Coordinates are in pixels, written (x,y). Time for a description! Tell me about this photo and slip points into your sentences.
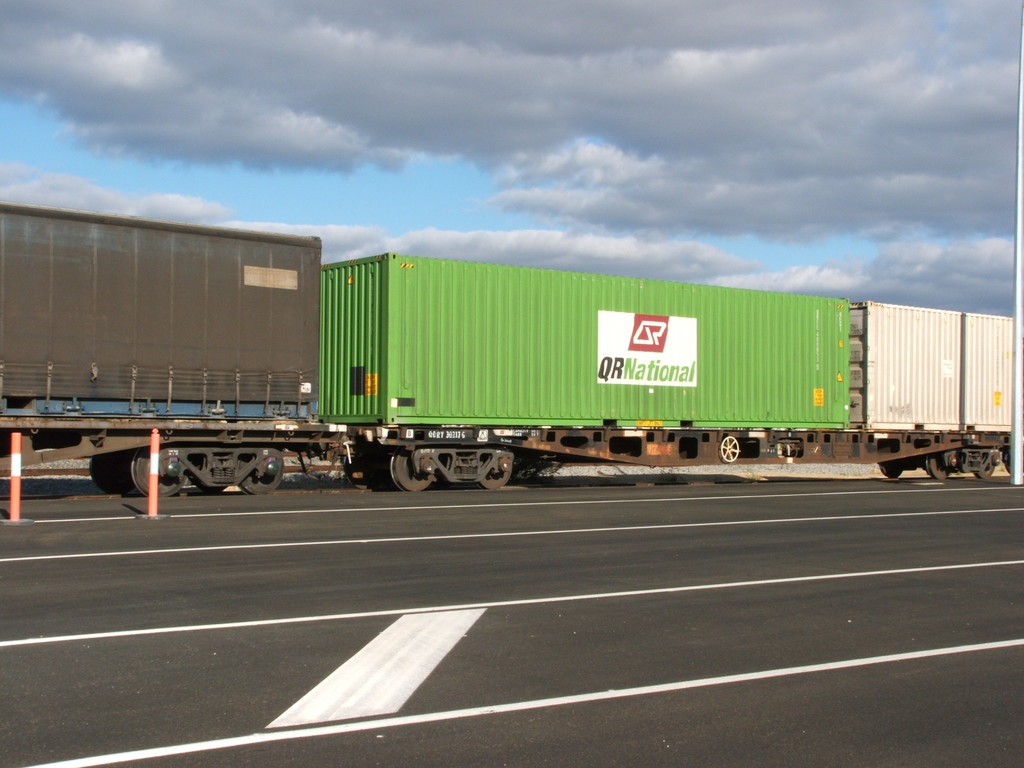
In this image in the center (479,361) there is one vehicle (377,437) and at the bottom (461,692) there is road (112,505) and some barricades (151,503), at the top of the image (605,158) there is sky (426,169).
